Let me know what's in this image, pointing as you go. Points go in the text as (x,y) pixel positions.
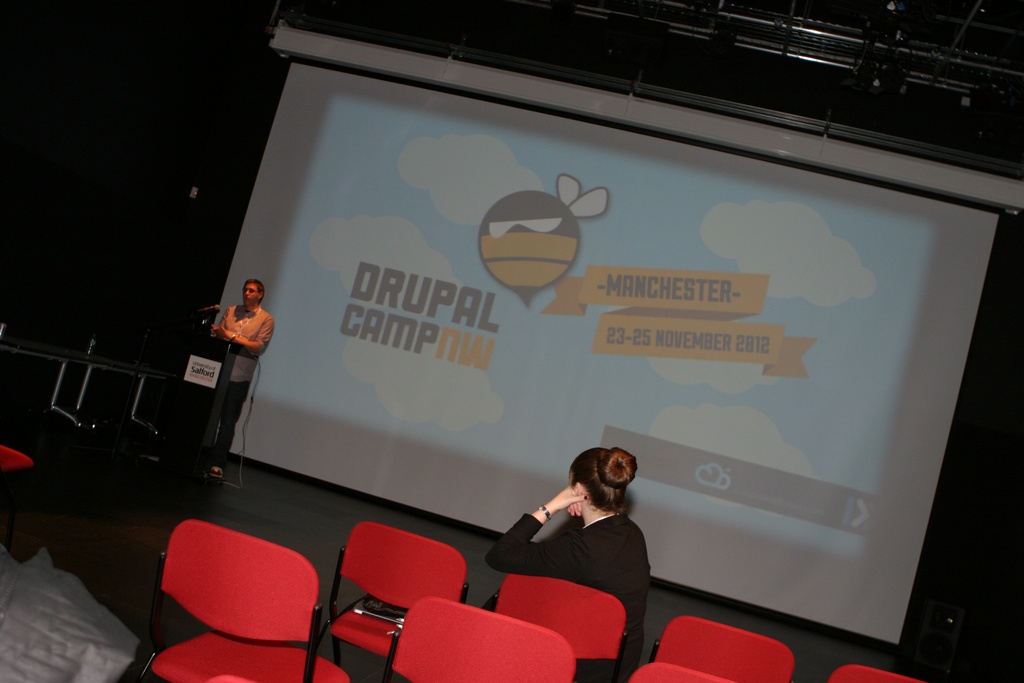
This person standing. This person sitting on the chair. We can see chairs (349,571). On the background (677,198) we can see screen (610,313). This is podium (200,405). On the podium (199,388) we can see microphone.
